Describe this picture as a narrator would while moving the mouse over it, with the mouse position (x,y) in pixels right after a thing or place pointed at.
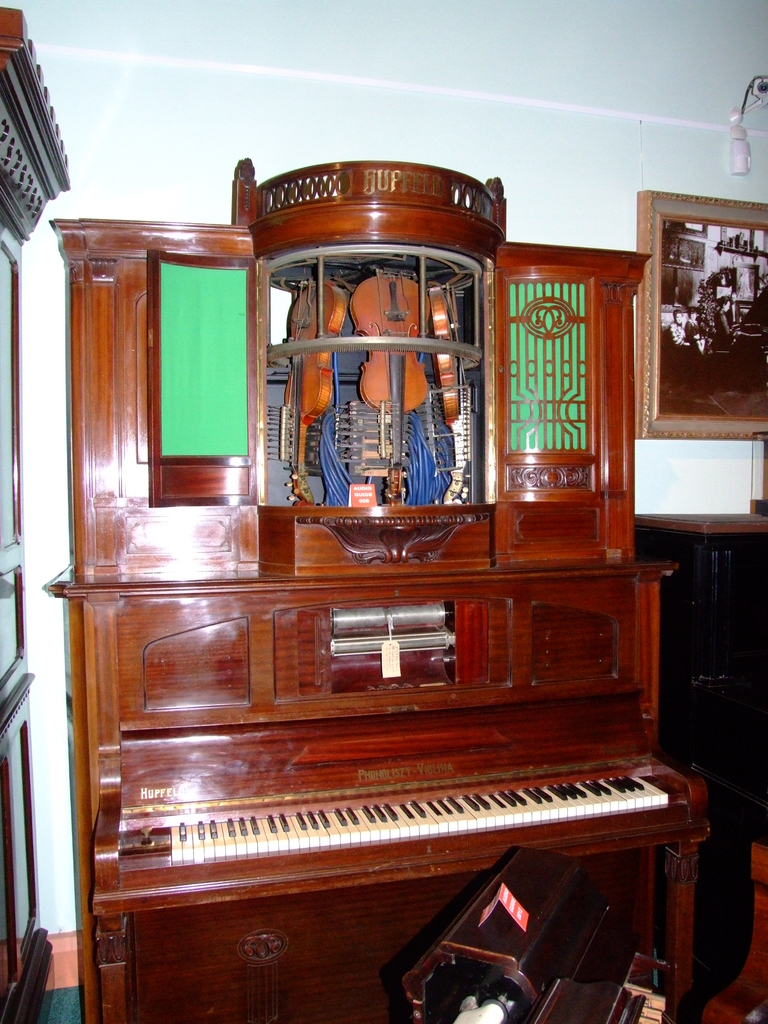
A piano (331,681) with three violins (402,383) placed on top of it, in a shop (707,892).
